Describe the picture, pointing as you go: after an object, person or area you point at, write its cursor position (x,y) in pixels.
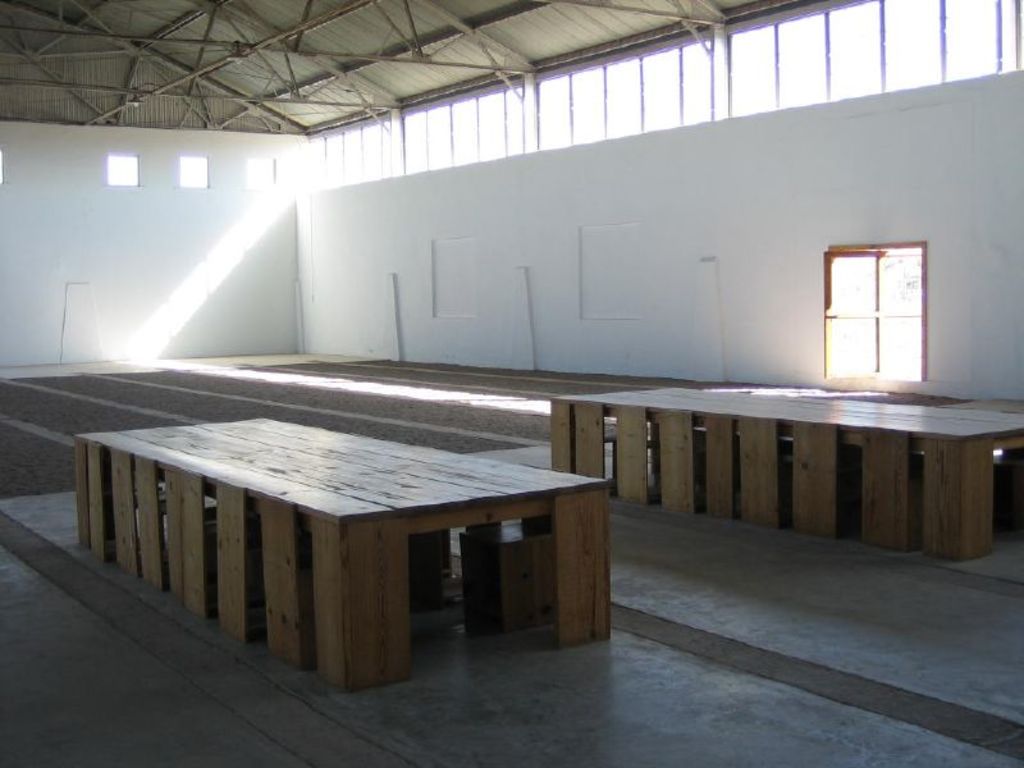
In this picture we can observe two tables (705,410) which are made up of wood (345,435). We can observe white color walls (398,239) and a door (829,314) here. There are some windows (325,155).
